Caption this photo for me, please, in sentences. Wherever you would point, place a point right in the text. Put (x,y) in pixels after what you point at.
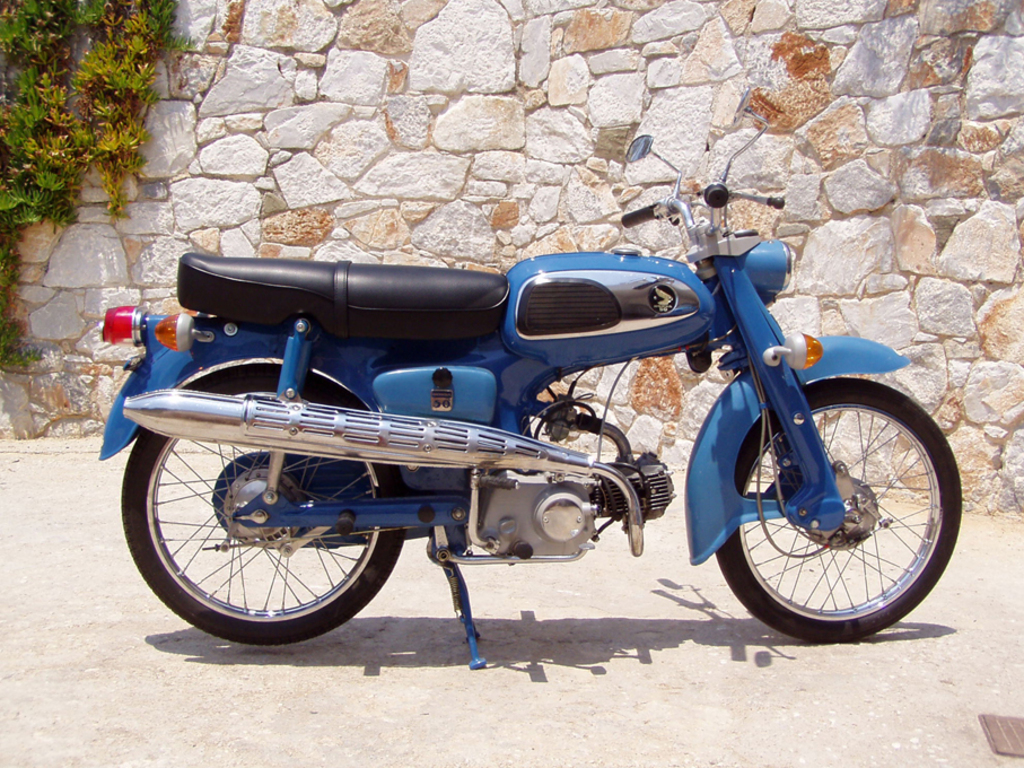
In front of the image there is a motorcycle (750,418). Behind that there is a stone wall (510,99). And also there are leaves (88,108).
